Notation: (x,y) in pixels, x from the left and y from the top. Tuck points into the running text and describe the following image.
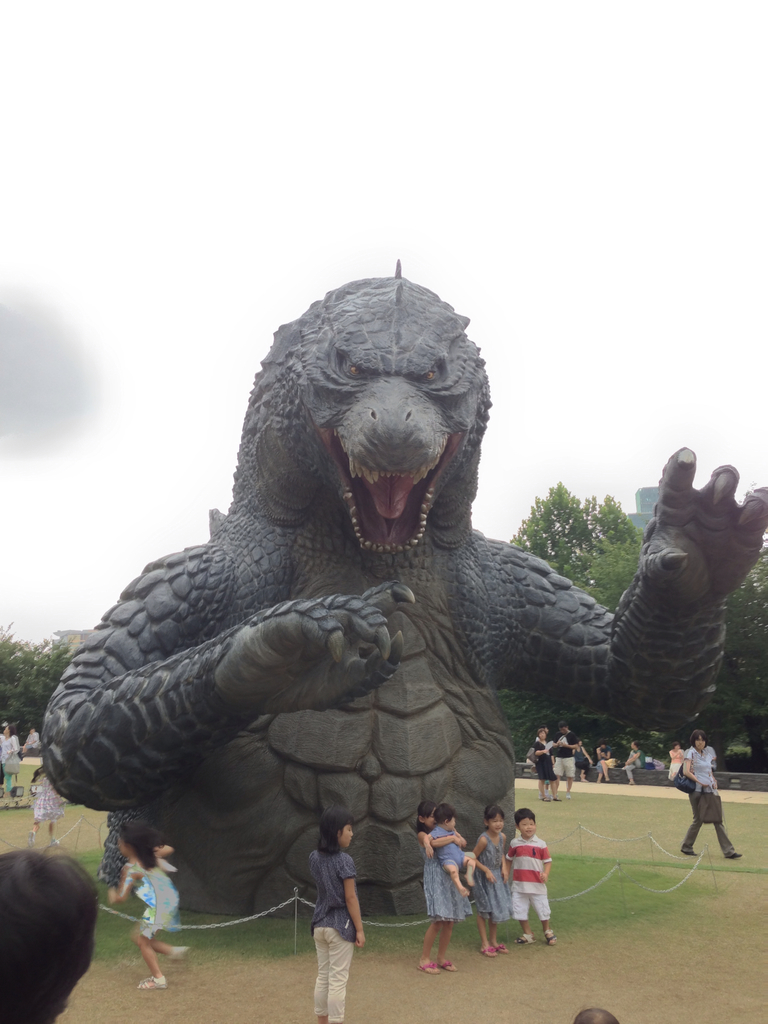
In the image we can see a sculpture (347,560) of an animal (407,614). There are even people (481,903) around, standing and some of them are walking. They are wearing clothes (450,913), this is a sand (678,982), grass (605,895), trees (564,544) and a white sky (564,185).
